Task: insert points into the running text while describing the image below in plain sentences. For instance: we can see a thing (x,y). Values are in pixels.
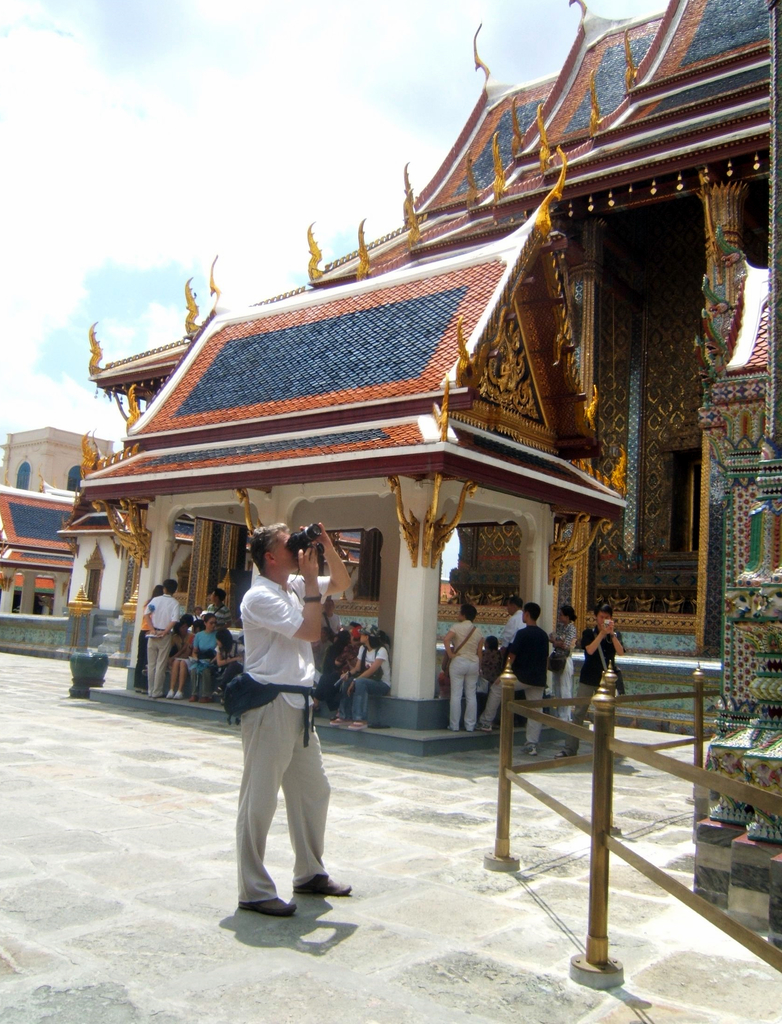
In the picture there is an architecture (362,281) and a person (310,593) is taking the photograph of that, behind him a lot of people (333,708) were sitting under a roof (235,424).
